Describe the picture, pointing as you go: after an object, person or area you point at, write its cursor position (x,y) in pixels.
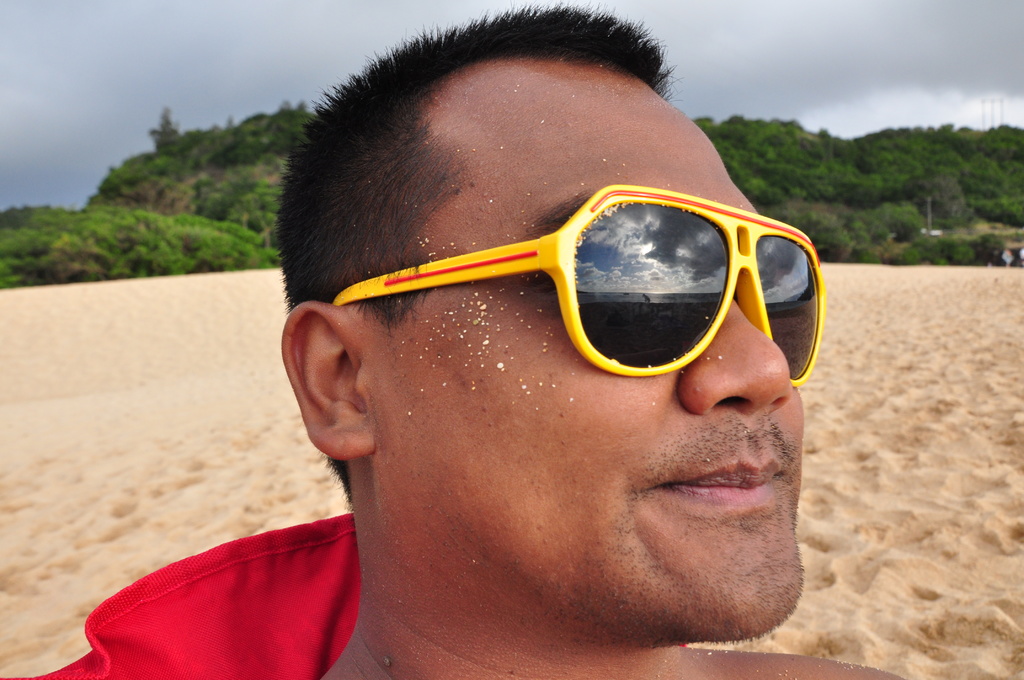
In this image I can see a person (565,545) is wearing specs (692,292) and sand (188,353). In the background (925,170) I can see trees (911,163), mountains (783,164), pillars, group of people (1009,265) and the sky (268,25). This image is taken may be during a day.
